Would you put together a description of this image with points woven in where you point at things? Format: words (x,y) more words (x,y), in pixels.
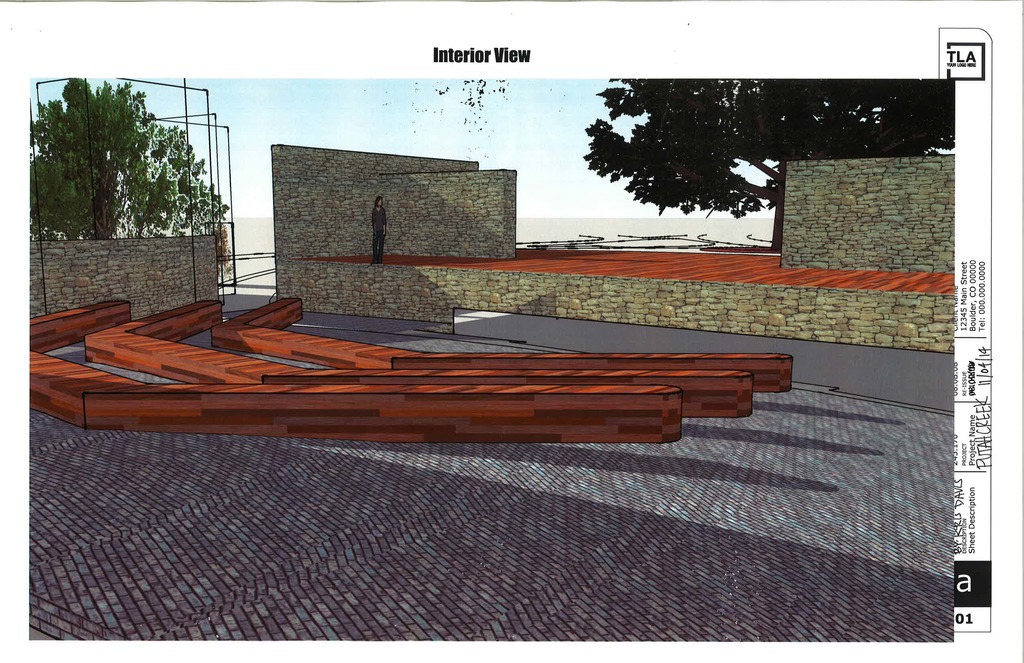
In this image we can see a graphical picture of a woman (373,253) standing on a stage (419,262). To the right side of the image (712,121) we can see a tree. In the foreground (98,386) we can see group of blocks (208,398) placed on the ground (625,489). In the background (191,188), we can see a group of poles (187,112) and the sky (364,120).
